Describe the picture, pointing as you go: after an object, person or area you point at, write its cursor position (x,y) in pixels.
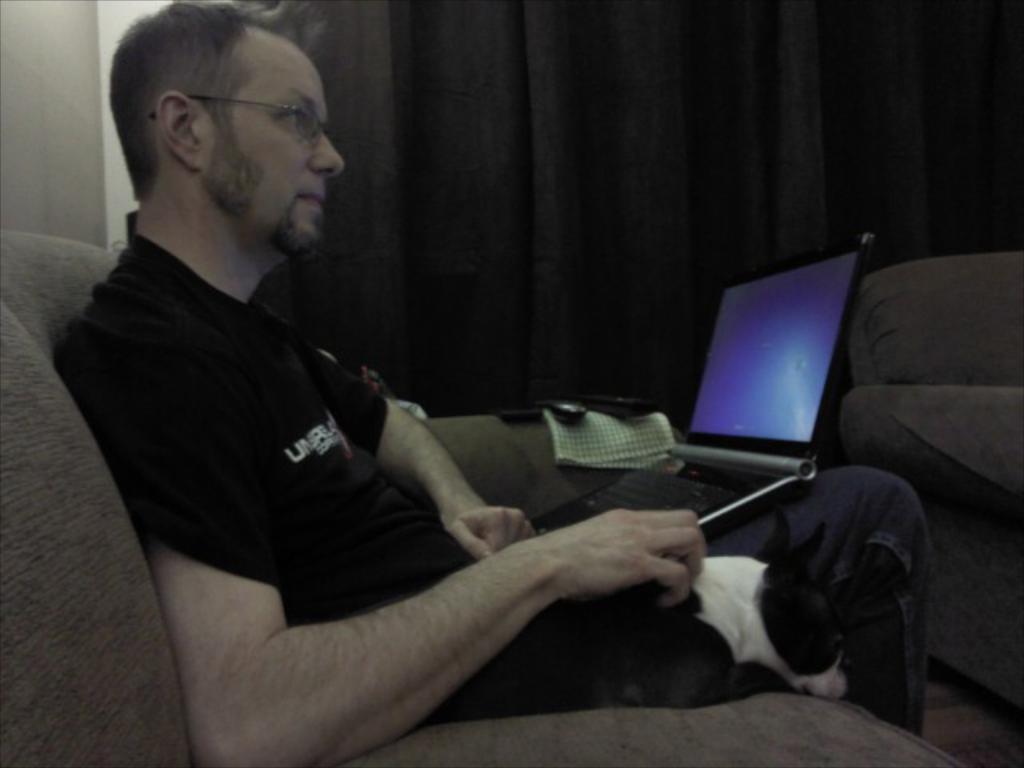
This picture shows a man (296,453) sitting in the sofa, placing a laptop (685,494) on his legs (855,552). Beside him, there is a dog (676,650) on the sofa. He's wearing spectacles (296,120). In the background (560,202) there is a curtain (560,202) and a remotes (607,402) on the sofa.
